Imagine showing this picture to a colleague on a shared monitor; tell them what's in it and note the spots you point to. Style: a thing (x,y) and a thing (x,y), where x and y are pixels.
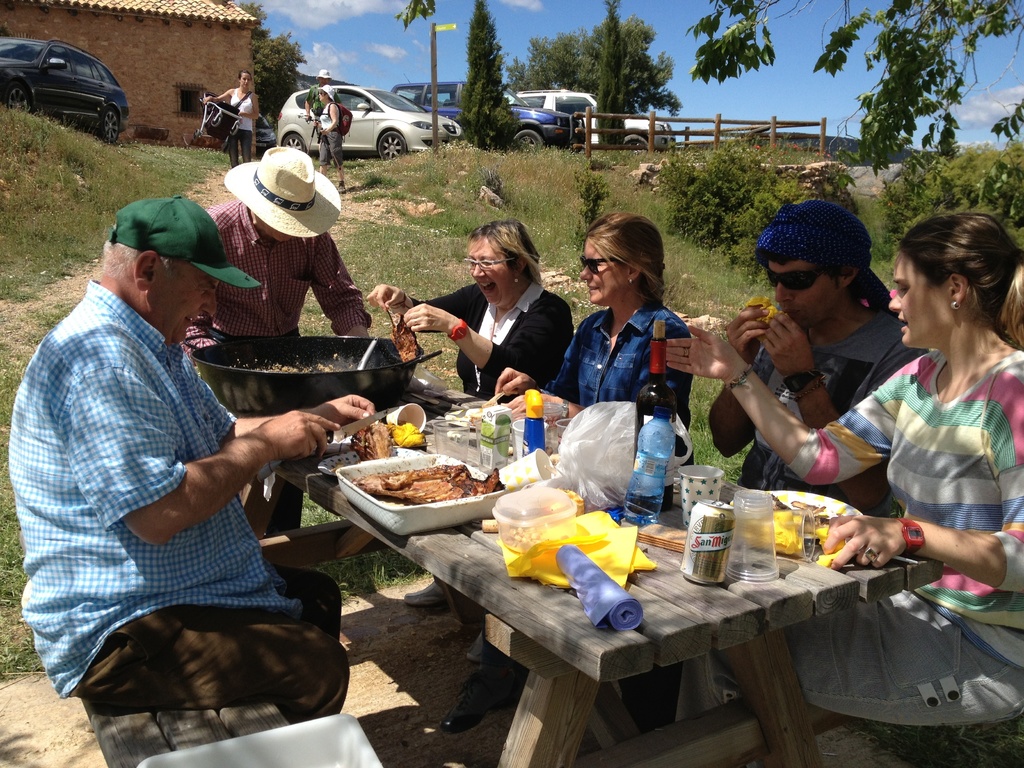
There are so many people (275,217) sitting on chairs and eating food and one of them is serving food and there is a hut (144,7) and few cars (103,100) parked.
